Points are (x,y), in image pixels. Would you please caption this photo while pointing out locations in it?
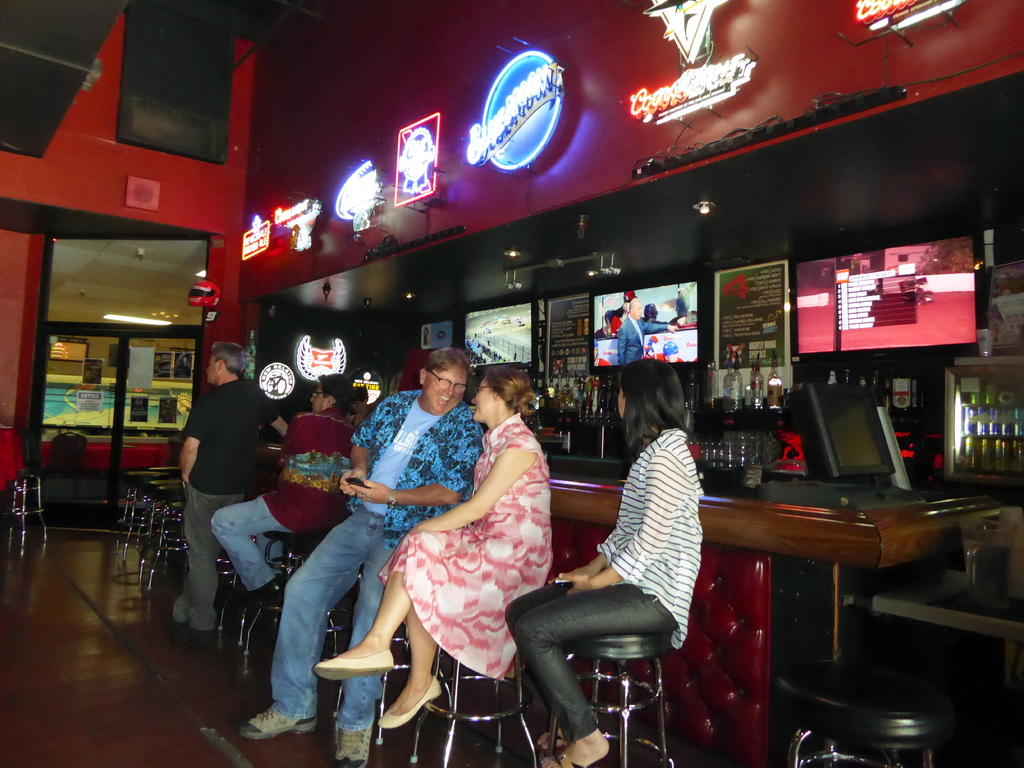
This image consists of few people (406,589). It looks like a restaurant (843,473). On the right (701,662), there is a bar counter (920,552). They are sitting on the chairs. At the bottom (86,703), there is a floor (86,703). In the background (479,118), we can see many bottles (968,426) and a wall (471,72).
